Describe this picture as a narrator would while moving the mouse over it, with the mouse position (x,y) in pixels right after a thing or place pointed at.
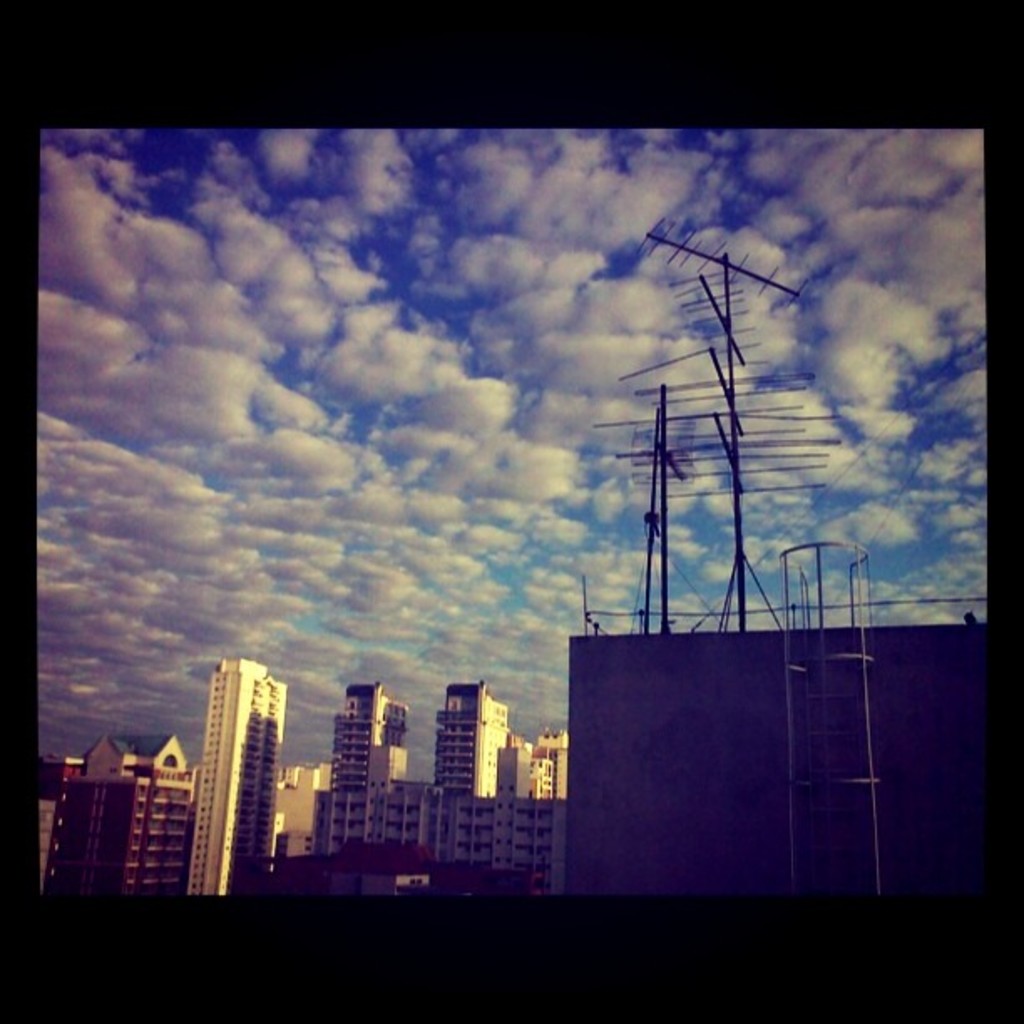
In this image I can see on the left side (52,772) there are buildings (459,761), at the top (394,331) it is the sky (519,383). On the right side (741,480) there are antennas (738,492).
